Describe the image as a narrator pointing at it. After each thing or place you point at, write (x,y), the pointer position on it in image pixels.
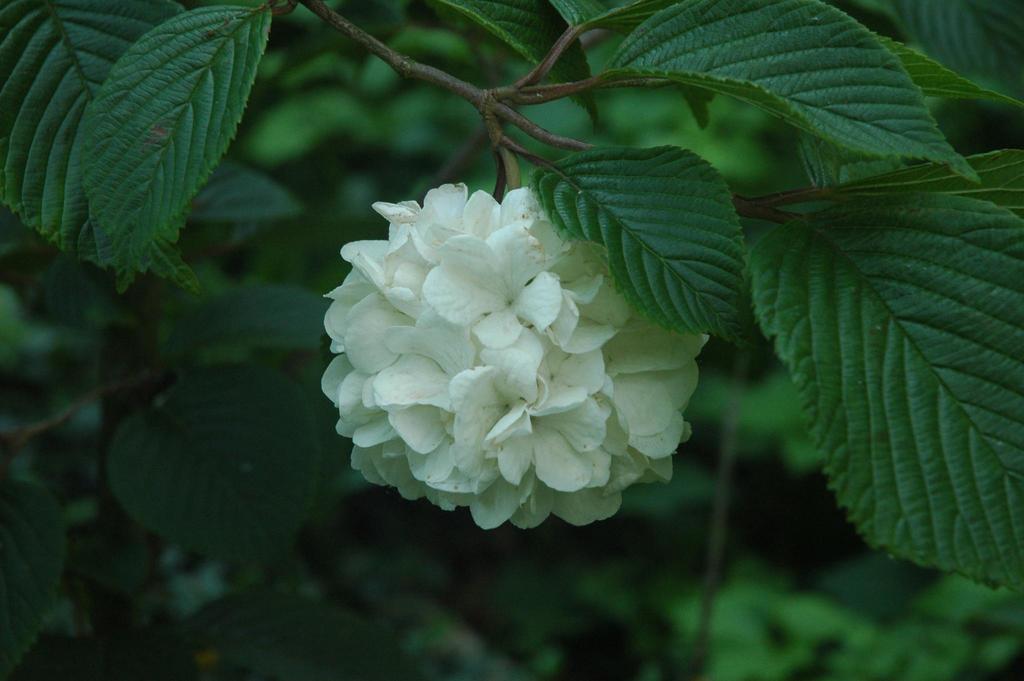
These are the white color flowers (558,400) in the middle of an image (492,393) and these are the leaves (742,35) of a plant (706,119).
